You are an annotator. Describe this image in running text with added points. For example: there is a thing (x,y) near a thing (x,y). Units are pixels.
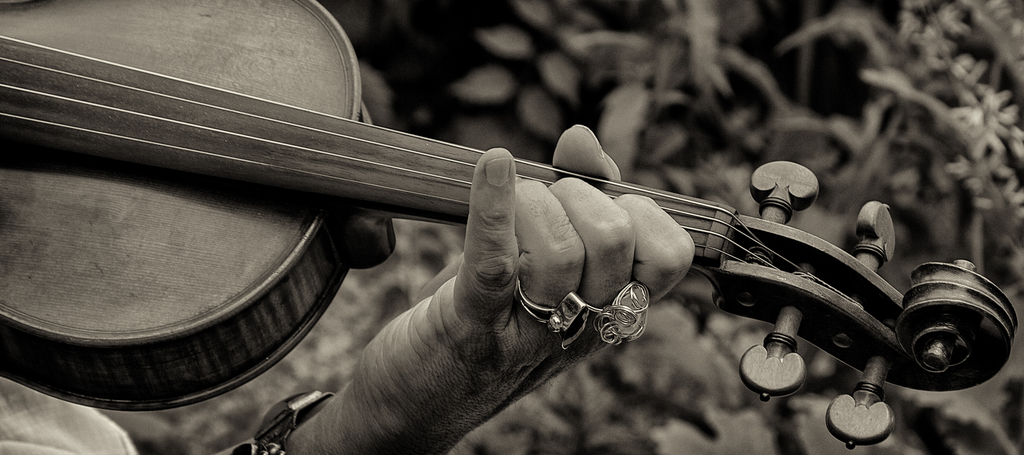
In this picture I can see the musical instrument (331,169). I can see the hand (528,246) of a person (514,243).
